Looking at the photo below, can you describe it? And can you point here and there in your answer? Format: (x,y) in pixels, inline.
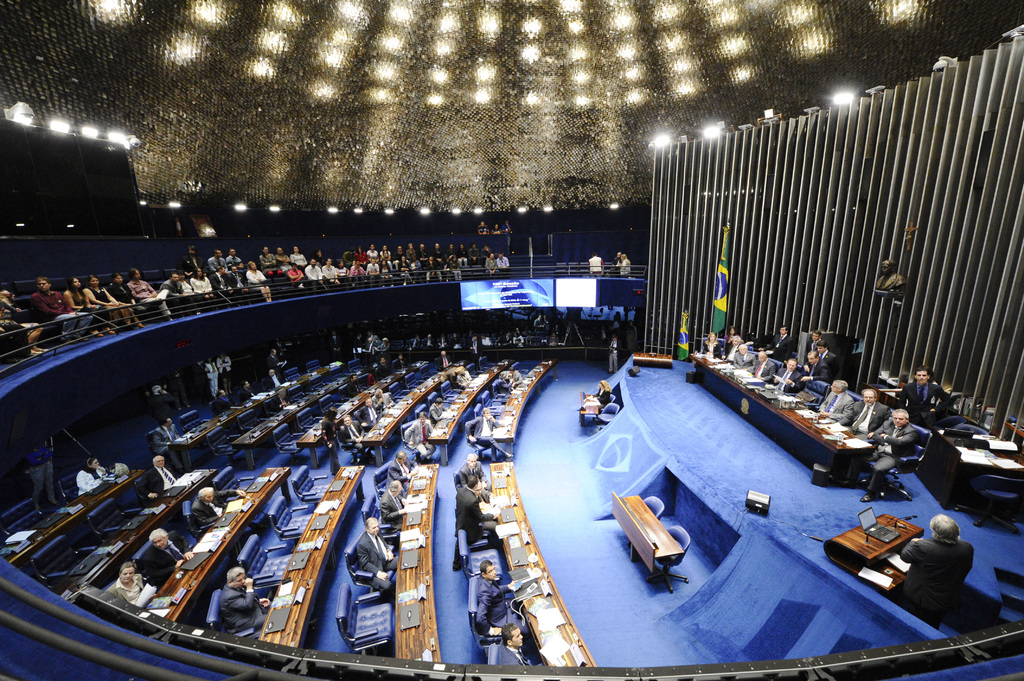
In the image it looks like some conference, there is a stage (737,474) and on the stage (684,388) there are a group of people (864,432) sitting in front of the table (798,433), on the table (747,414) there are some papers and other items (732,369). Beside them there are flags (715,314) and in the background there is a sculpture (887,277), in front of the stage (662,434) there are many tables (505,414) and some people (380,410) were sitting in front of those tables (407,394), above that floor (145,602) there are a lot of people (191,263) sitting behind the railing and there are two screens (520,292) attached in front of the railing (507,271), there are beautiful lights (328,87) attached to the roof (238,87) of the hall (141,230).
